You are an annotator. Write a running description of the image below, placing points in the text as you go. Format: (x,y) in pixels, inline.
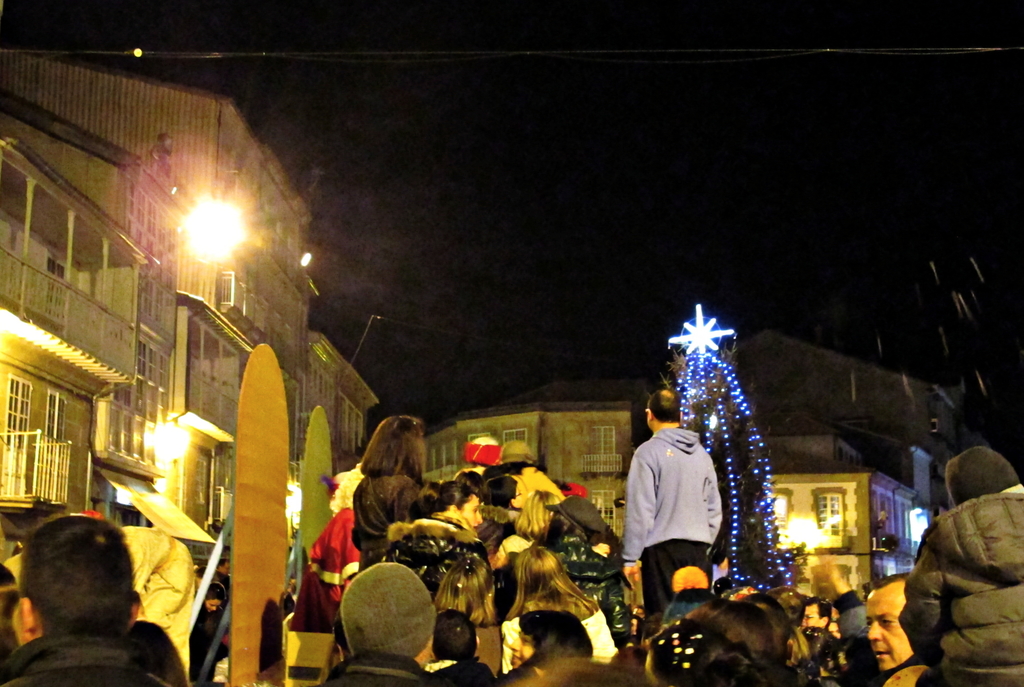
Background (1014,289) portion of the picture is dark. In this picture we can see buildings (93,341), railings (82,319), lights (10,329), windows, objects (216,557) and people (574,607). We can see a tree (723,353) which is decorated very beautifully with lights (706,328).
